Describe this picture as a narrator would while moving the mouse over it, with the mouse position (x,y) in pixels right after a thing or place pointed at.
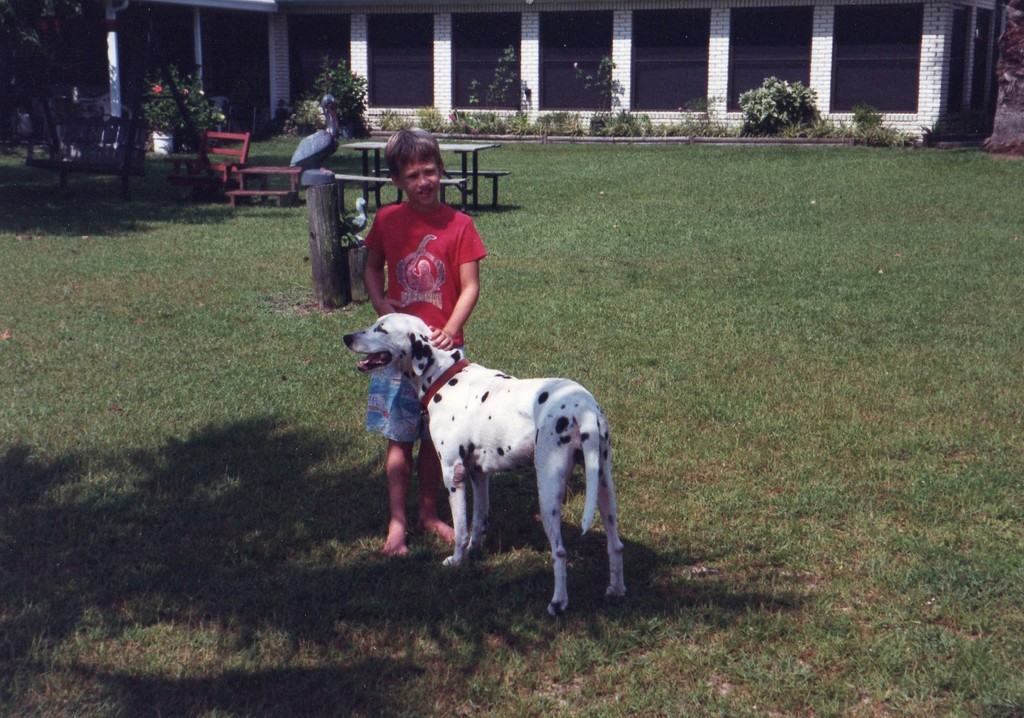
In the center of the image (398,415) we can see one dog (432,370) and one boy (445,303) are standing. In the background (411,57) there is a building (547,38), wall (531,73), plants (332,70), grass (510,361), benches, one table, pillars (533,17) and few other objects (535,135).
